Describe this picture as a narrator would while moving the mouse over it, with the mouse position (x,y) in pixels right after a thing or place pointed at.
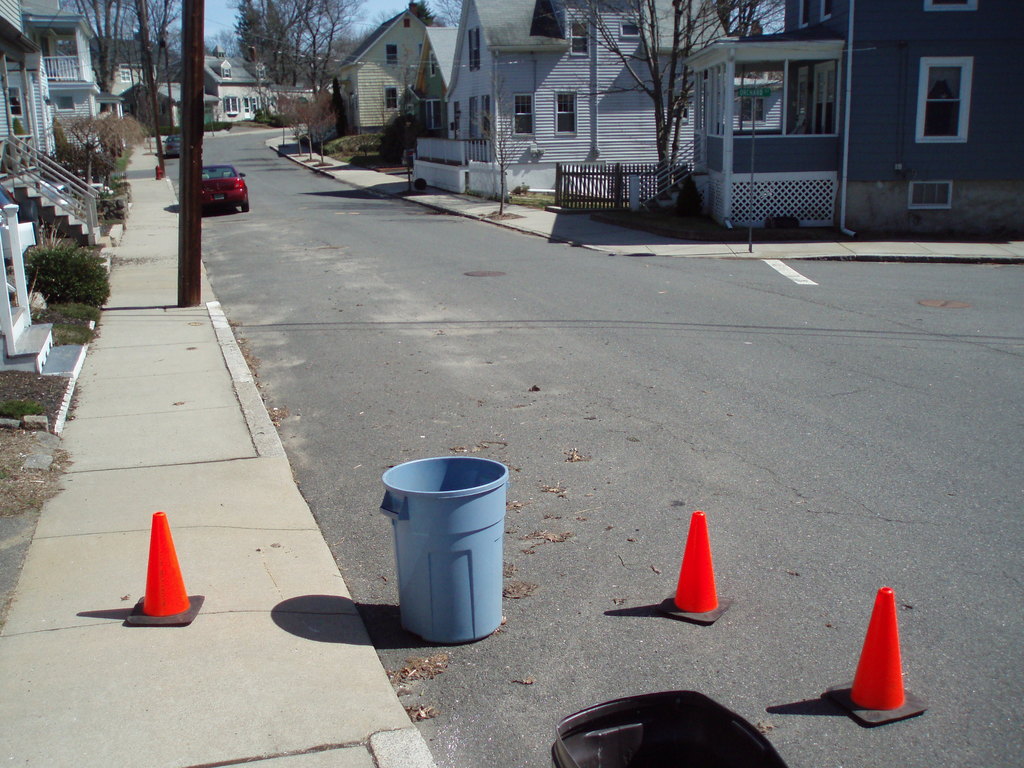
This image consists of buildings (29,135) along with road (377,612). In the front (481,547), there is a dustbin (468,537). To the left (217,643), there is a pavement (78,423). In the background (384,43) there are buildings (376,68) along with car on the road (234,327).
